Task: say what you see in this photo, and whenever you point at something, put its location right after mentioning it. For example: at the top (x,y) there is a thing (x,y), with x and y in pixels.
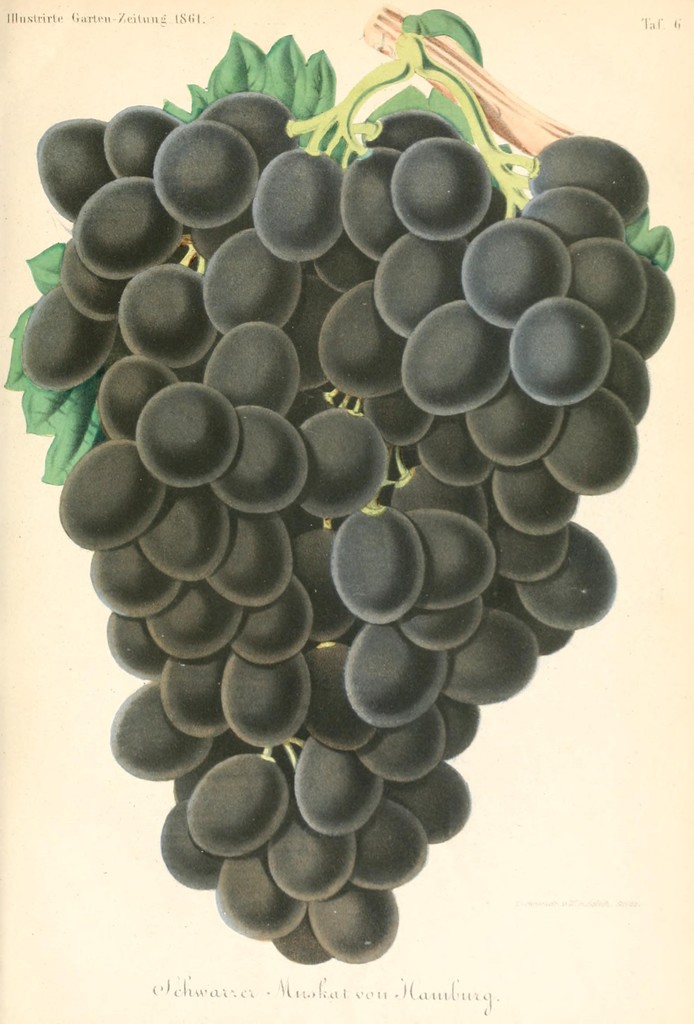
In this image, I can see the picture of a bunch of grapes (332,659) and letters (122,21) on a paper (121,961).
